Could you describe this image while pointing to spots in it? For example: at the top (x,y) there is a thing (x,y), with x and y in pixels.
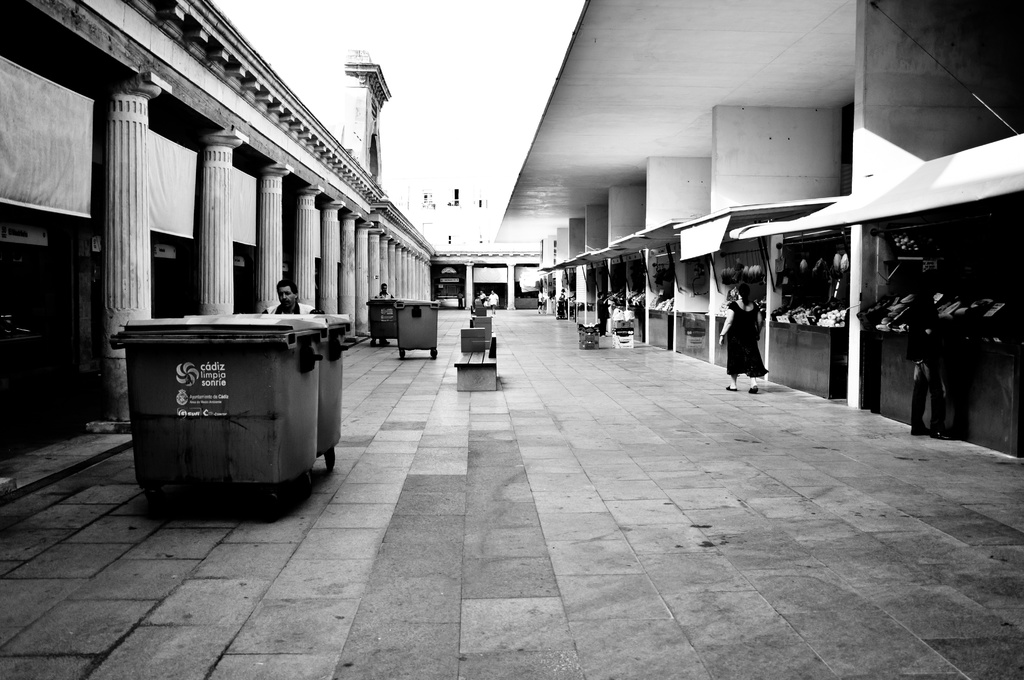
Here in this picture in the middle (395,335) we can see some people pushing the garbage boxes (336,358) and on the right side (744,349) we can see other people (736,338) standing and walking and we can also see shops (770,333) present on the right side (764,285) and on the left side (131,267) we can see pillars (267,216) of the building (380,234) present and in the middle (460,364) we can see a bench (491,352) with somethings (474,328) present on it over there.
